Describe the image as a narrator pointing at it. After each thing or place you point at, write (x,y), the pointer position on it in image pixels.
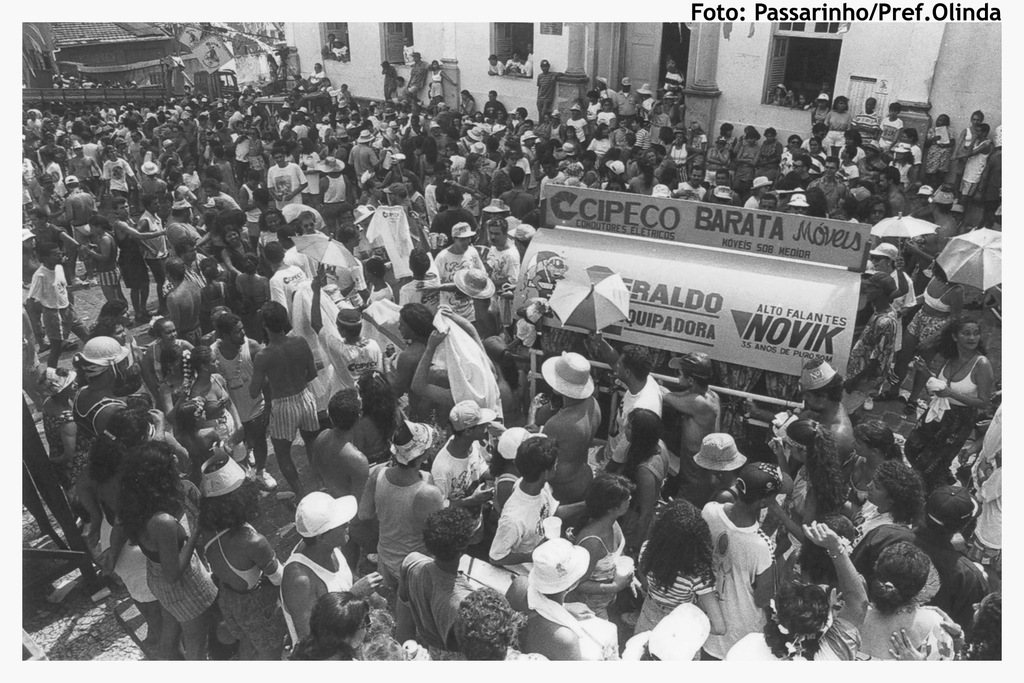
In this image we can see a group of people (519,337) and among them few persons (514,356) are holding few objects (564,303). In the middle (666,273) we can see an object (737,263) with text (772,324) written on it. Behind the persons (467,108) we can see a few houses (354,88). In the top right (802,13), we can see some text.
